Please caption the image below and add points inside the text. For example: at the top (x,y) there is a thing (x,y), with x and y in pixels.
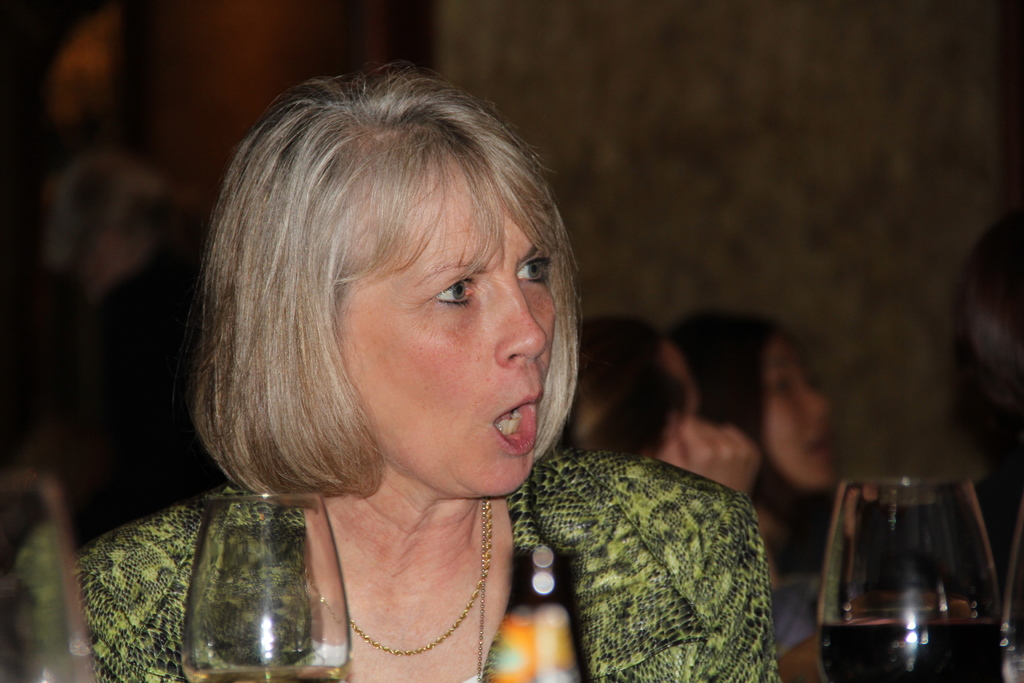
In this image we can see few people (719,471). There are few glasses (881,573) and a bottle (575,626) in front of a lady (679,616). There is a blur background (837,130) in the image.
